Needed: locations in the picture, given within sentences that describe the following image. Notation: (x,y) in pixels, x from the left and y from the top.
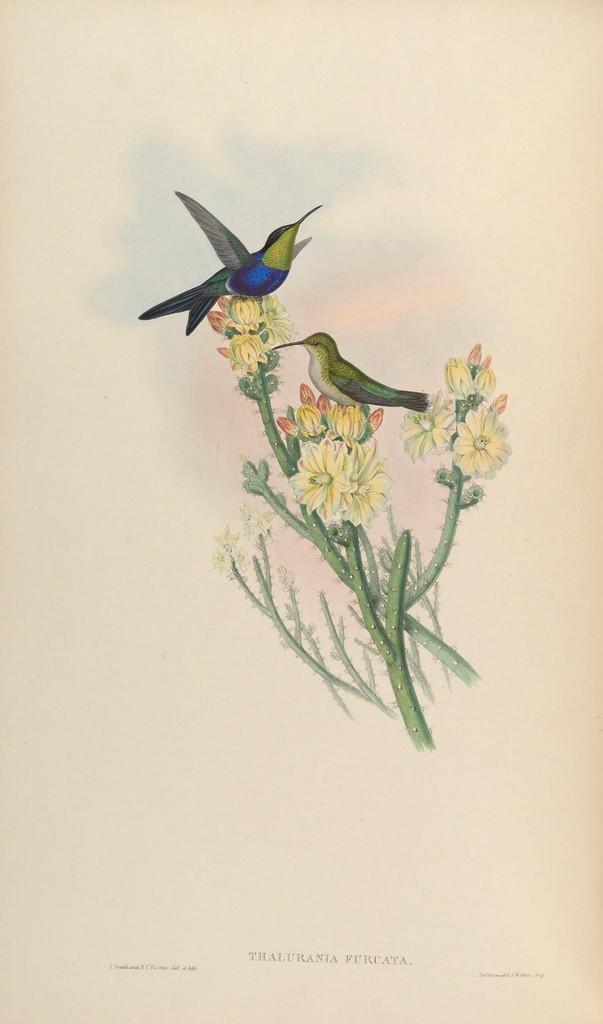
Here in this picture we can see a painting (251,438) of flower plants (332,500) and birds (240,247) present over there.
